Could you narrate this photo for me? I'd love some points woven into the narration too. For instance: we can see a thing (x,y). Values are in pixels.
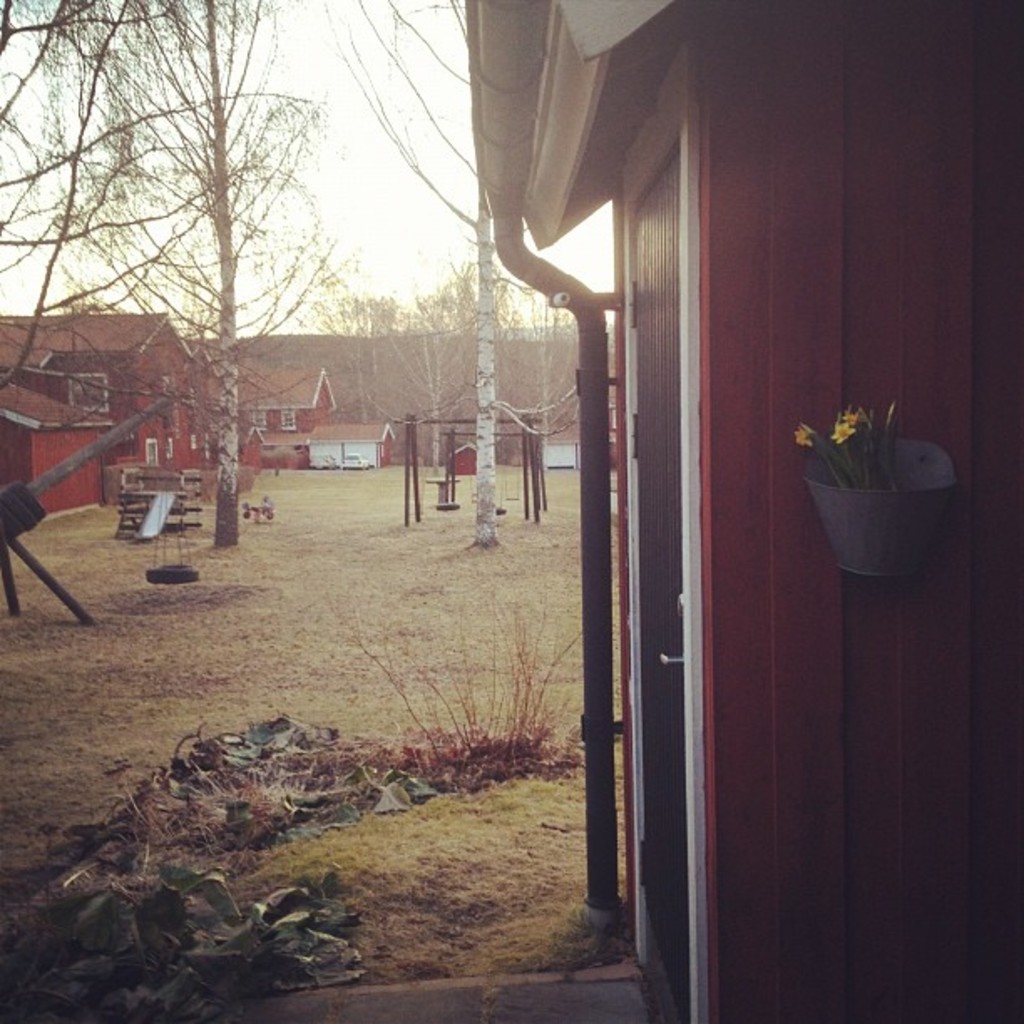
In this image there are houses (616,319), plant (893,444), grass (405,571), trees (413,354), sky (396,218), slide (161,510) and objects (176,515).
